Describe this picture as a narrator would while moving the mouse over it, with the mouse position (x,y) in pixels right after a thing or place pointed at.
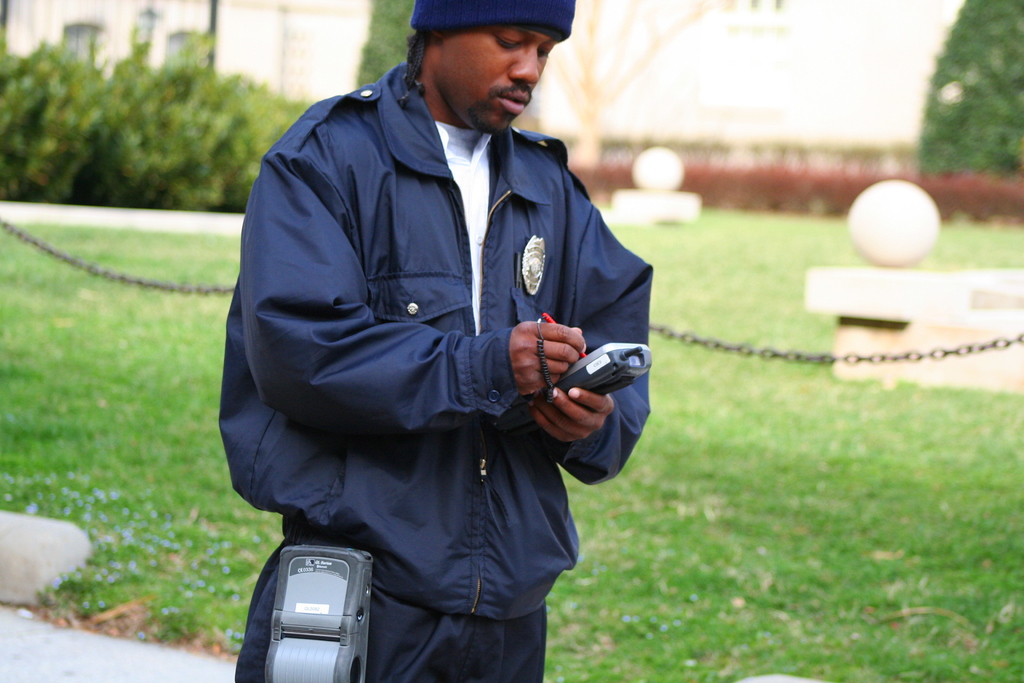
In this image we can see a man (450,249) is standing and holding objects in the hands (562,348) and there is an electronic device (321,577). In the background (215,314) we can see grass (228,307) on the ground (190,323), chain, pole (212,17), wall (252,40), plants (202,74) and objects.
